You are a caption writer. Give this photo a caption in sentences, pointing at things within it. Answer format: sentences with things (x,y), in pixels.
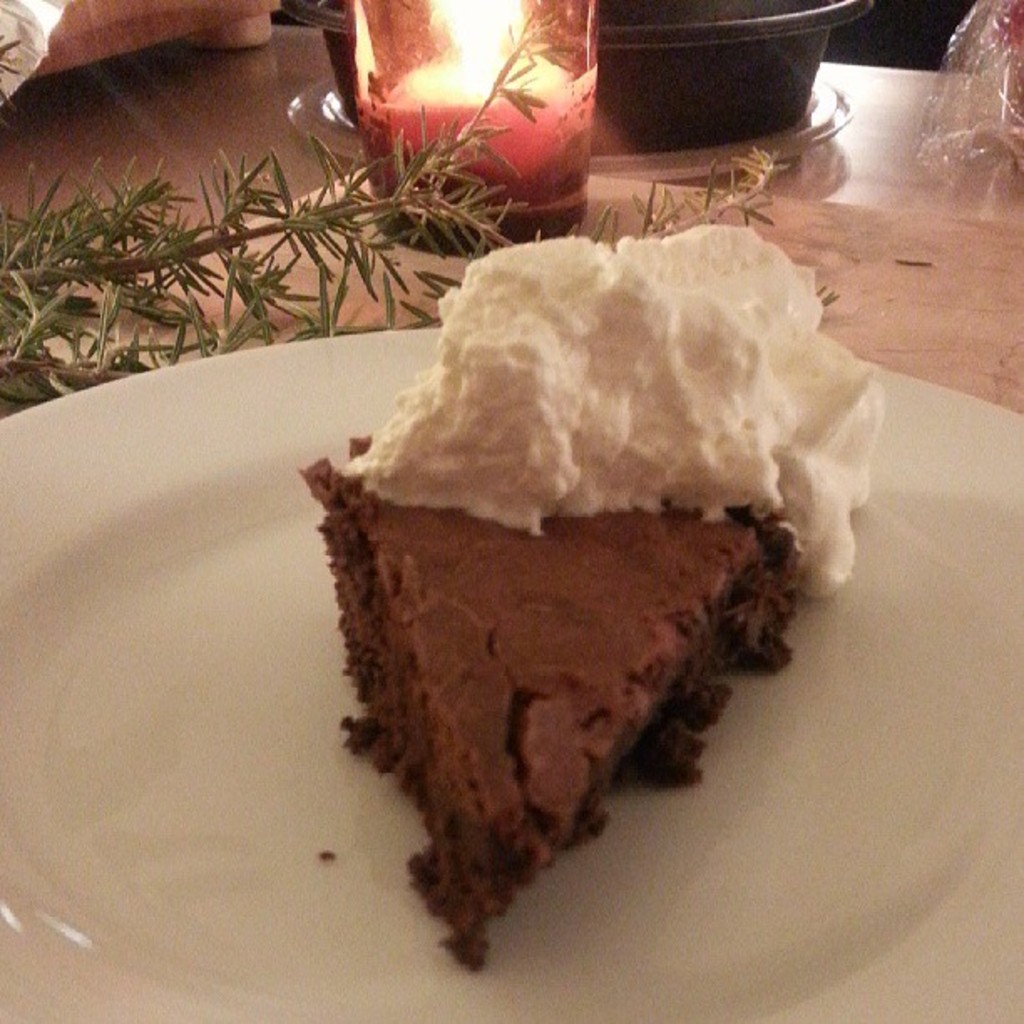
In this picture we can see cake (424,577) with cream (447,445) in a plate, candle (452,12) with flame (461,40) in a glass (502,147), plant (481,194) and objects (597,10) on the table (208,58). In the background of the image (855,36) it is dark.
